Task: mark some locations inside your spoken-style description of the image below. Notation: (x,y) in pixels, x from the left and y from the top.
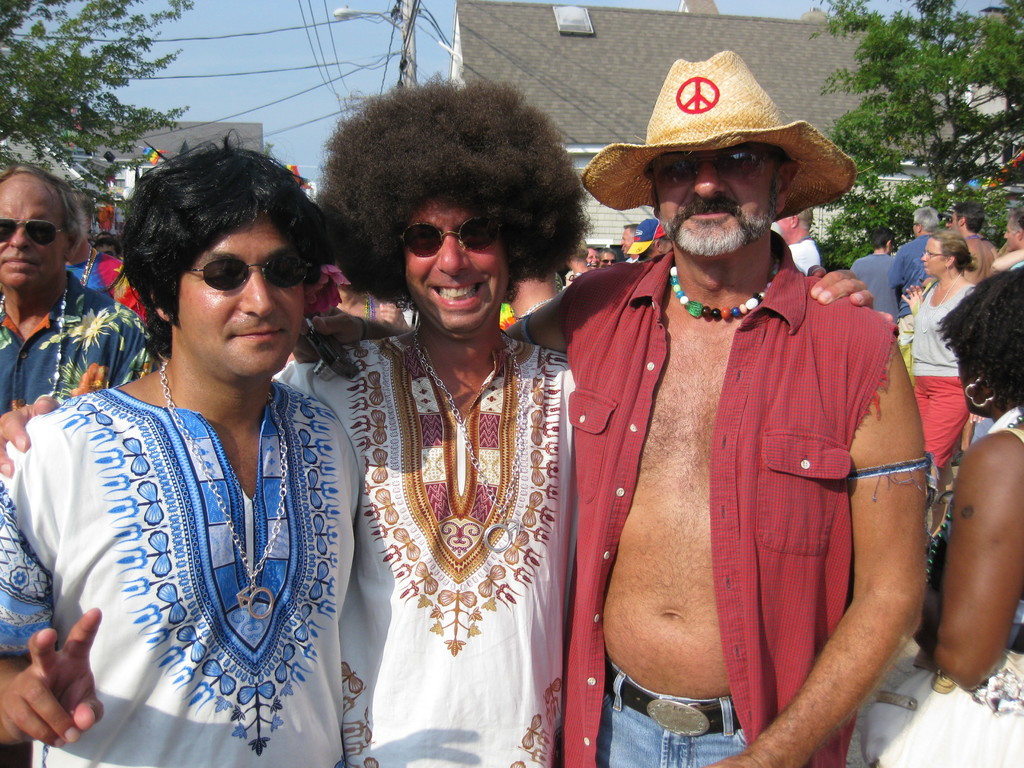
In this image I can see three men (470,613) are standing, smiling and giving pose for the picture. In the background (103,232) there are some more people (932,332) and buildings (563,132). On the top of the image (362,31) I can see a pole (403,24), wires (333,65) and the sky (246,27). On right (915,120) and left side of the image (65,64) I can see the trees (108,109).
